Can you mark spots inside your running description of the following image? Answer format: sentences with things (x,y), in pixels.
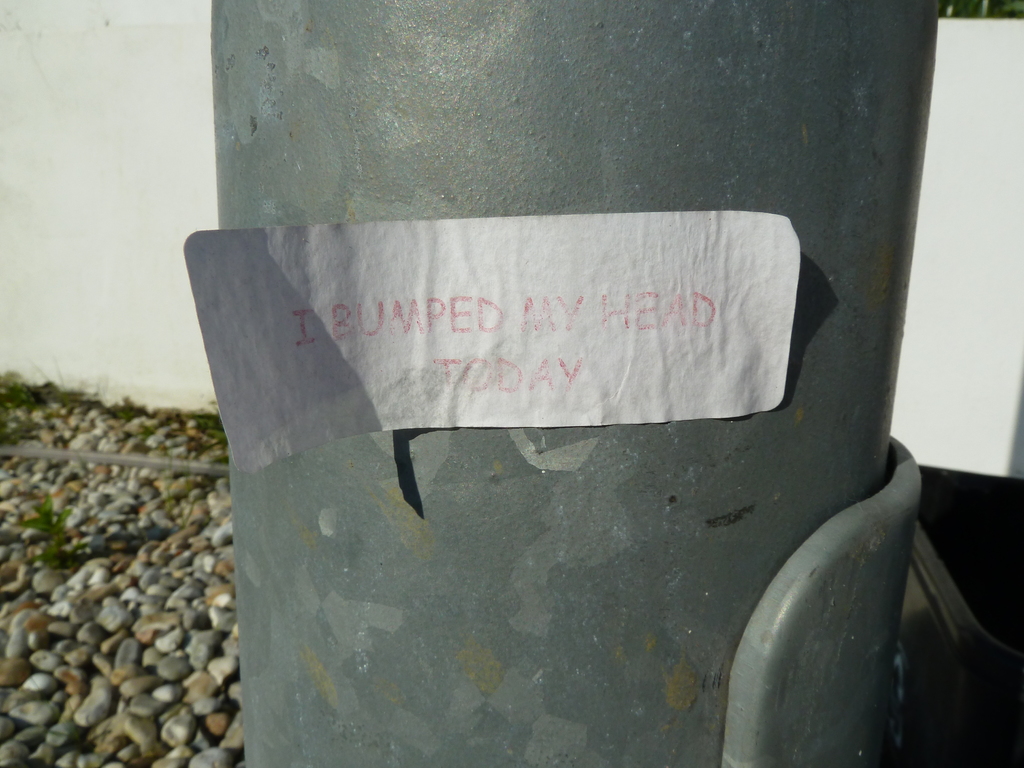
In this picture there is a grey color iron pipe (782,85). Behind we can see small stone pebbles (142,642).
